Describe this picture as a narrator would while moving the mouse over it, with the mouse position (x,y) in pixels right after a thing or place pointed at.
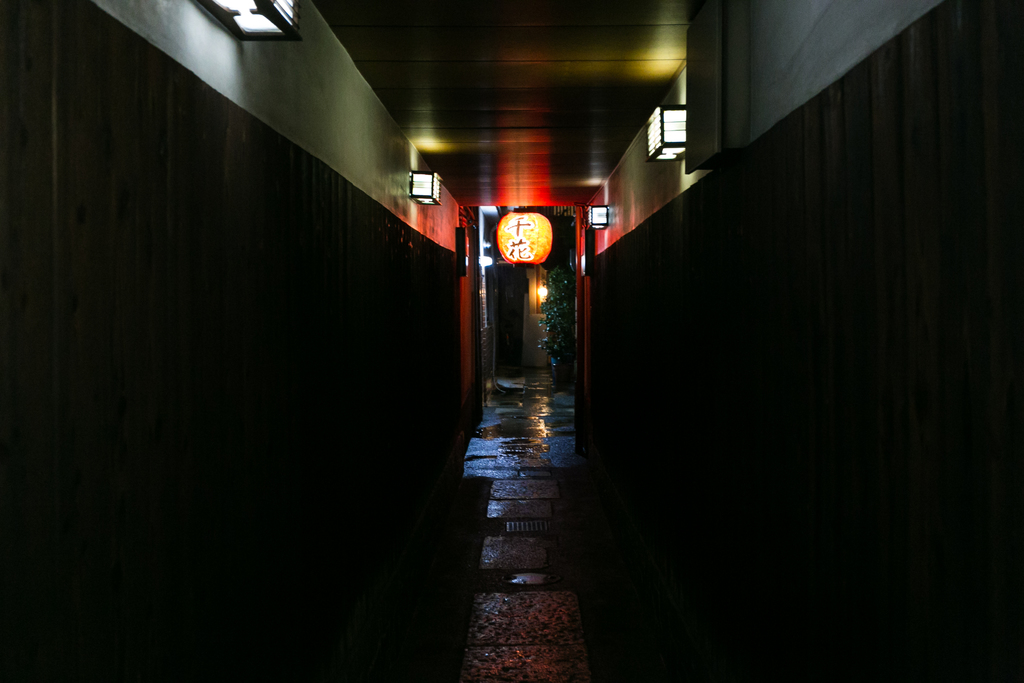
In this image I can see the ground (484,532), two walls (444,464) which are grey and black in color, few lights (252,7), a lantern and a tree (565,279) which is green in color. I can see some water (547,396) on the ground (525,423).
